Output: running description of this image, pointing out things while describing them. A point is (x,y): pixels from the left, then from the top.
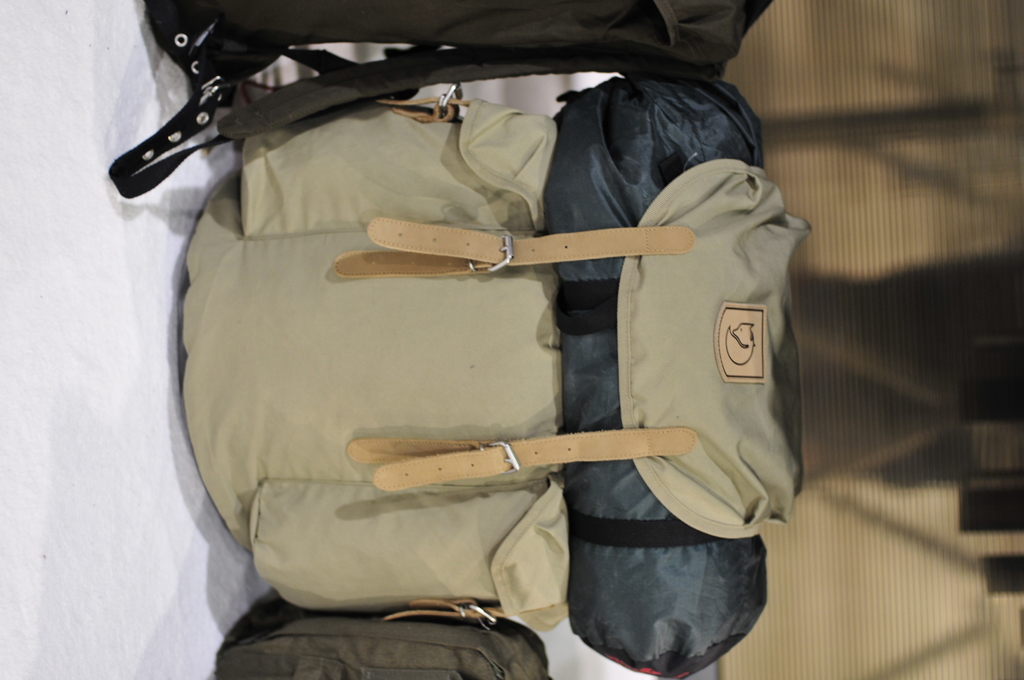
In this picture we can see a bag (373,395) with belts (353,265) to it and aside to this cream color bag (397,320) we have black and brown color bags (299,652) and this are placed on a cloth (187,521) and in the background (871,134) we can see wall (922,340).
